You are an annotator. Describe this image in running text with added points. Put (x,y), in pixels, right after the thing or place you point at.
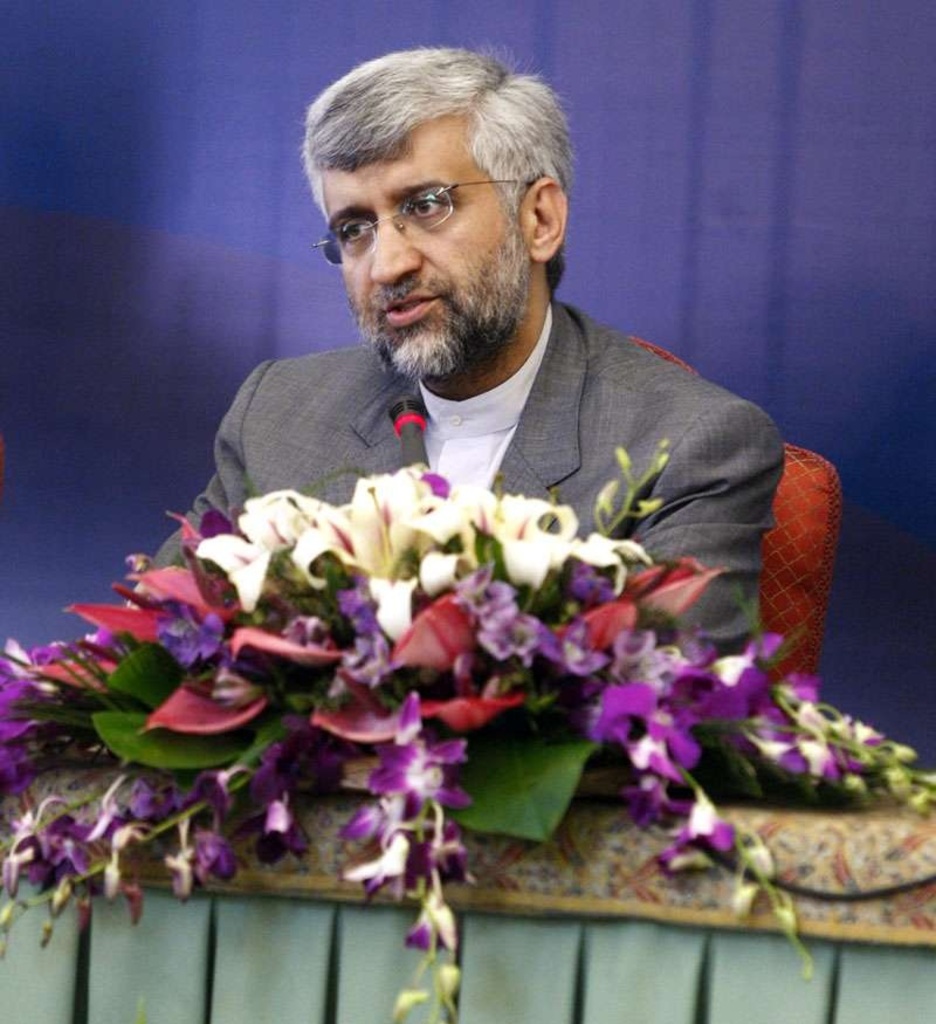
In this picture we can see a man (294,437) in the blazer (548,345) is sitting on a chair (797,542). In front of the man (409,388) there is a microphone (406,438), flowers (402,608) and it looks like a table (313,905) which is covered by a cloth (557,878). Behind the person (455,376) there is the blue background (148,183).
